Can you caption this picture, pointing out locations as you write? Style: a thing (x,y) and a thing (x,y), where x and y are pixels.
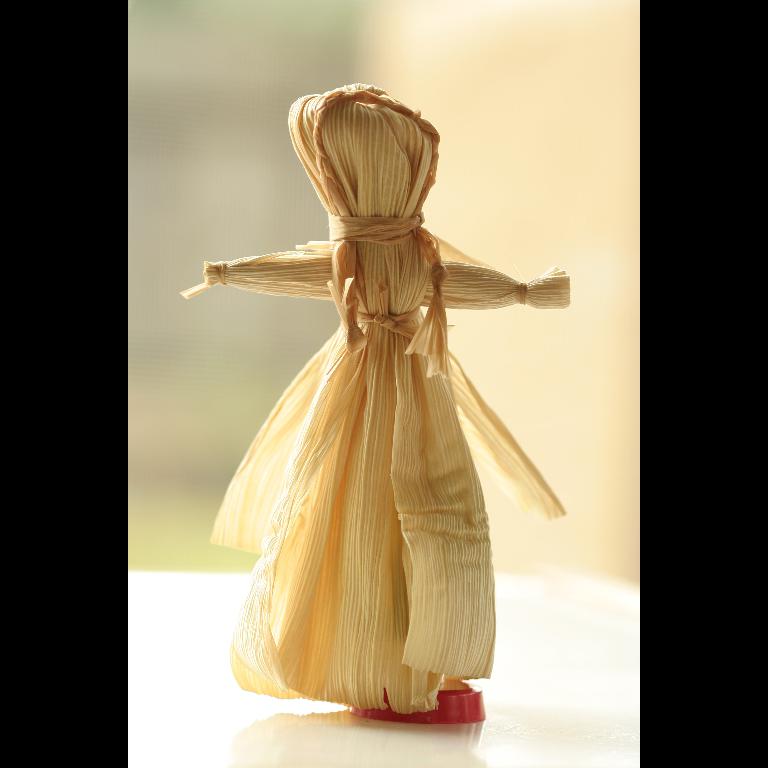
In this image we can see the doll (373,494) on the table (518,675) and we can see the blur background (194,435).
